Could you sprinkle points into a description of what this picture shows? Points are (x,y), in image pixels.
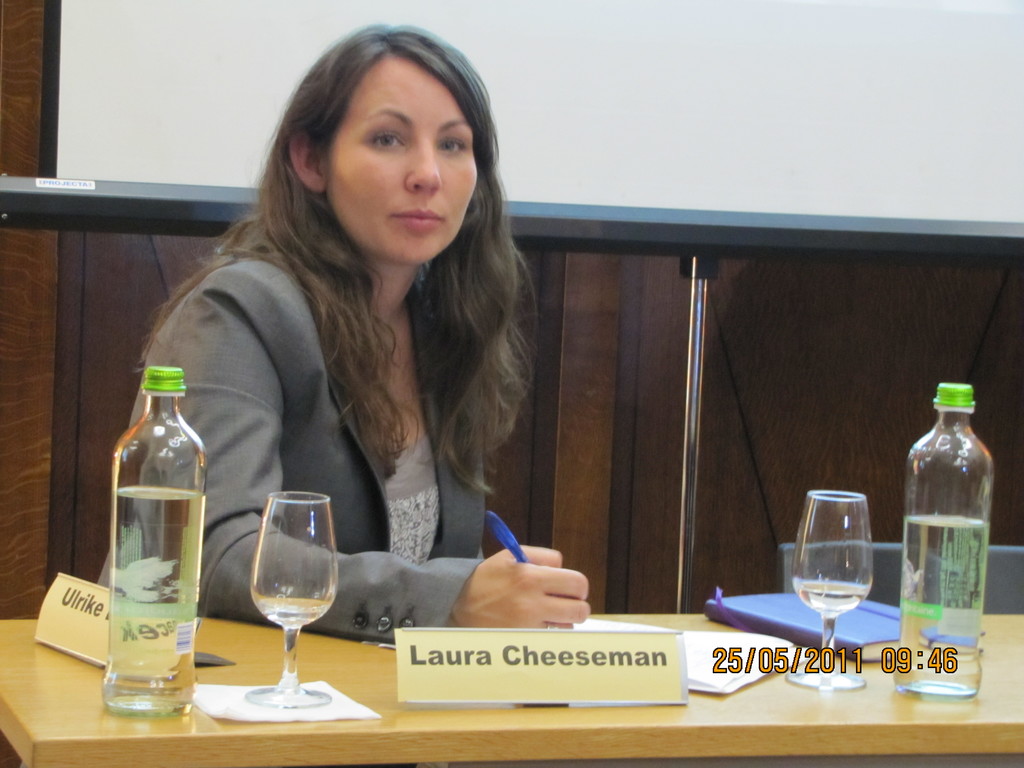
a person (399,435) is sitting. in front of her there is a table (609,746) on which there are glasses (802,576) and bottles (912,539). a name plate (488,695) named laura cheeseman is present on the table (504,742).
